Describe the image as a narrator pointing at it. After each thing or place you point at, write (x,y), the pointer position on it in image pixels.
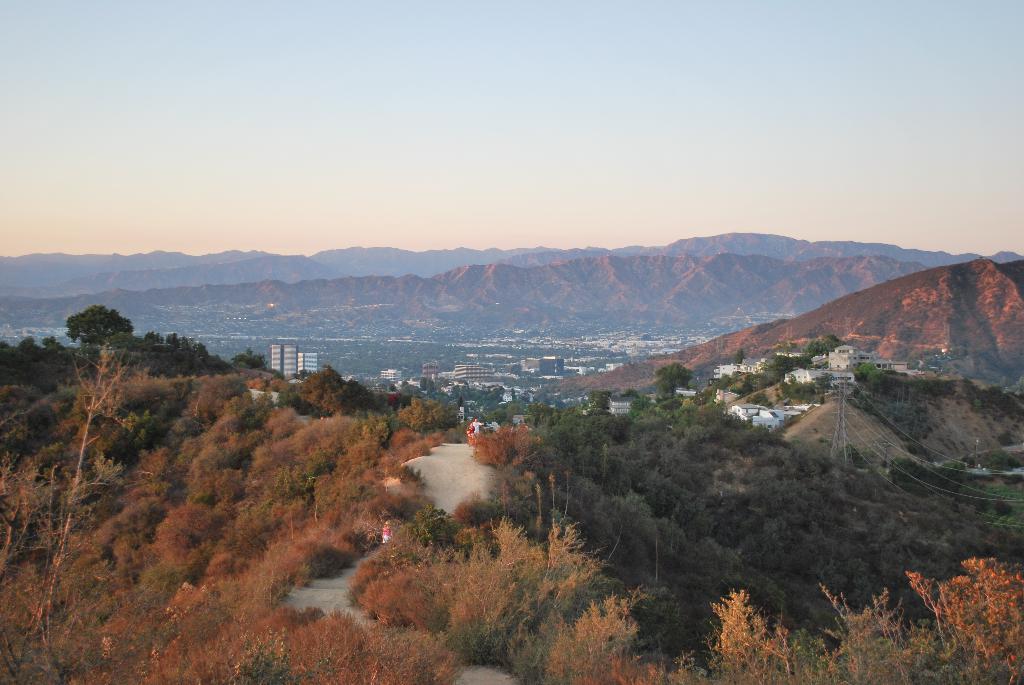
This image is taken outdoors. At the top of the image (189,135) there is the sky (798,156). In the background (855,316) there are a few hills (591,279). At the bottom of the image (495,639) there are many trees (92,409) and plants (108,446) on the ground (818,439). There is a tower (838,422) with a few wires (903,450). In the middle of the image (503,339) there are many buildings (315,361) and houses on the ground (860,416).
